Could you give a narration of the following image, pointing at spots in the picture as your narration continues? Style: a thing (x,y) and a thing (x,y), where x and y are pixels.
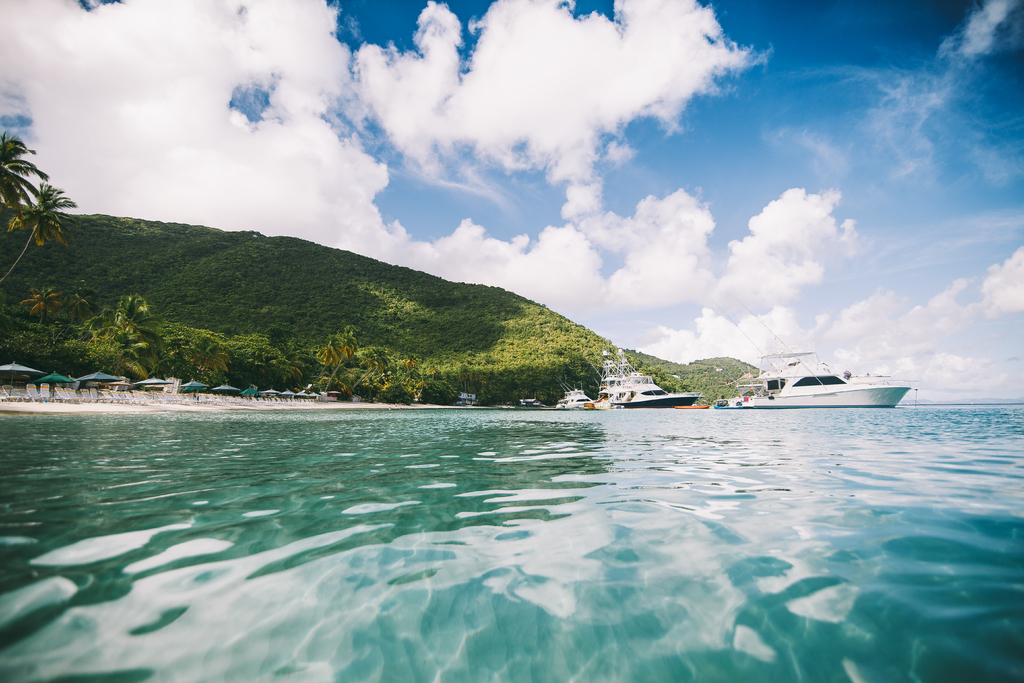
There are ships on the water (532,564). Here we can see umbrellas (57,380), chairs (211,402), and trees (499,395). In the background (590,279) we can see sky (793,165) with clouds (774,212).
